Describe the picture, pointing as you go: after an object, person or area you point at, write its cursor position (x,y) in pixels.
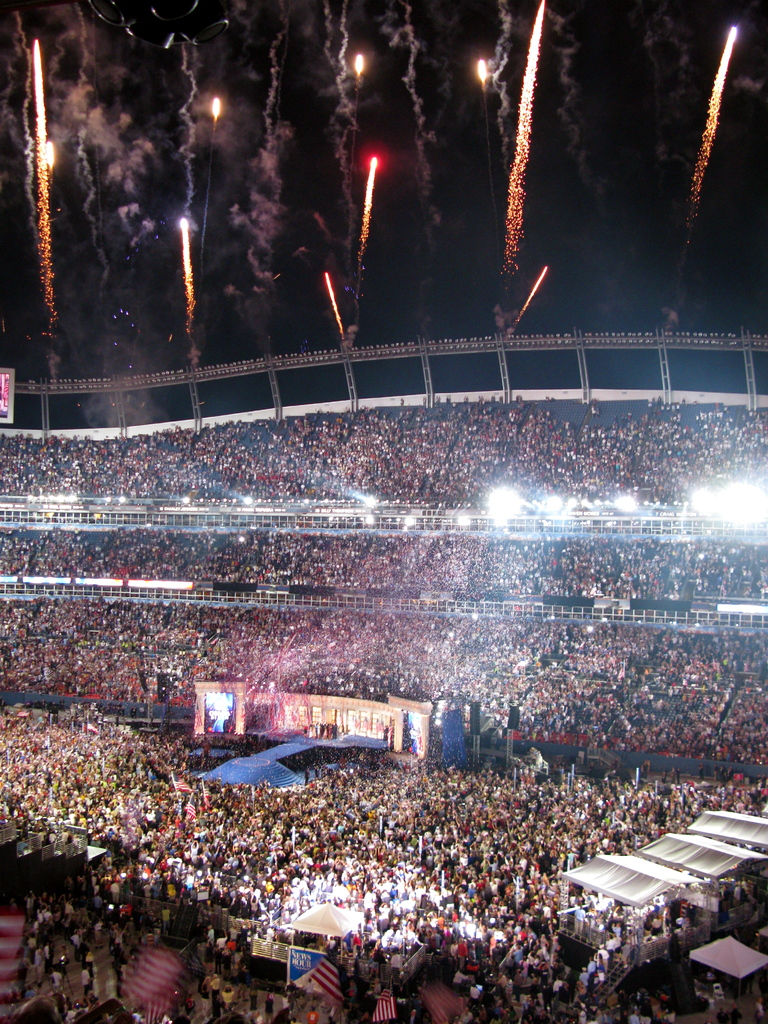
In this image we can see many people (439,798). There are lights (158,587). Also we can see flags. At the top (190,277) we can see fireworks (713,90).
